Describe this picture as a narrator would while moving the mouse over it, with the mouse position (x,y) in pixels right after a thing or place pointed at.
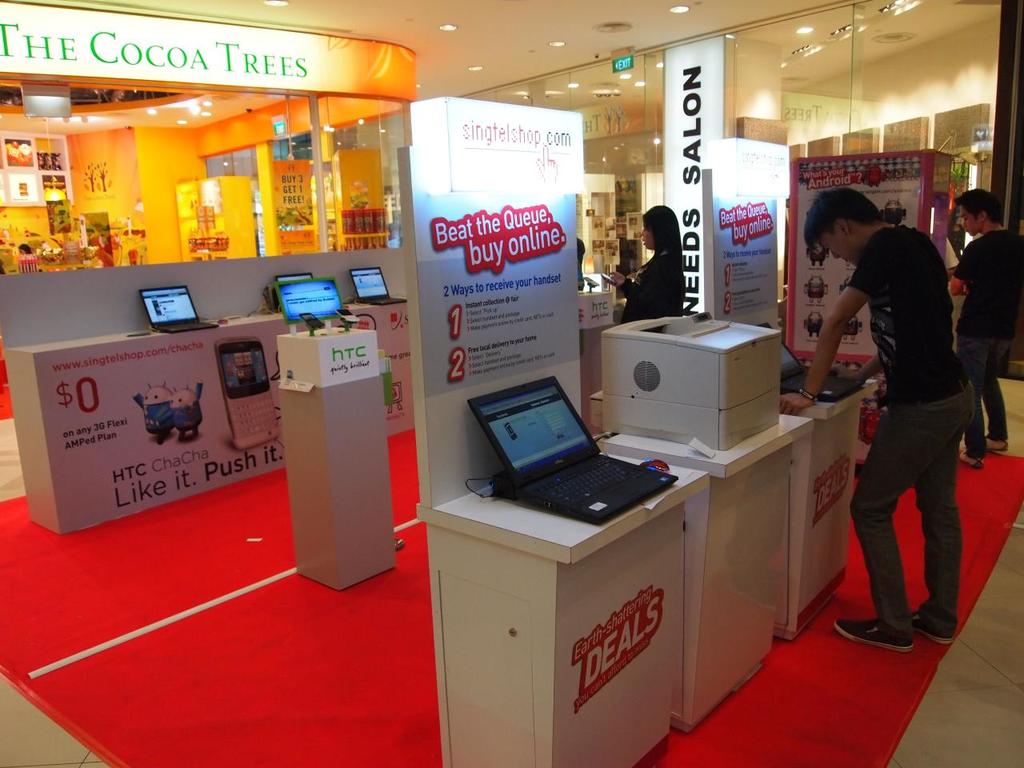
In this picture we can see few people (925,403), laptops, mobiles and hoardings (565,365), in the background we can find few lights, also we can see text (527,238) on the hoardings (555,238).
